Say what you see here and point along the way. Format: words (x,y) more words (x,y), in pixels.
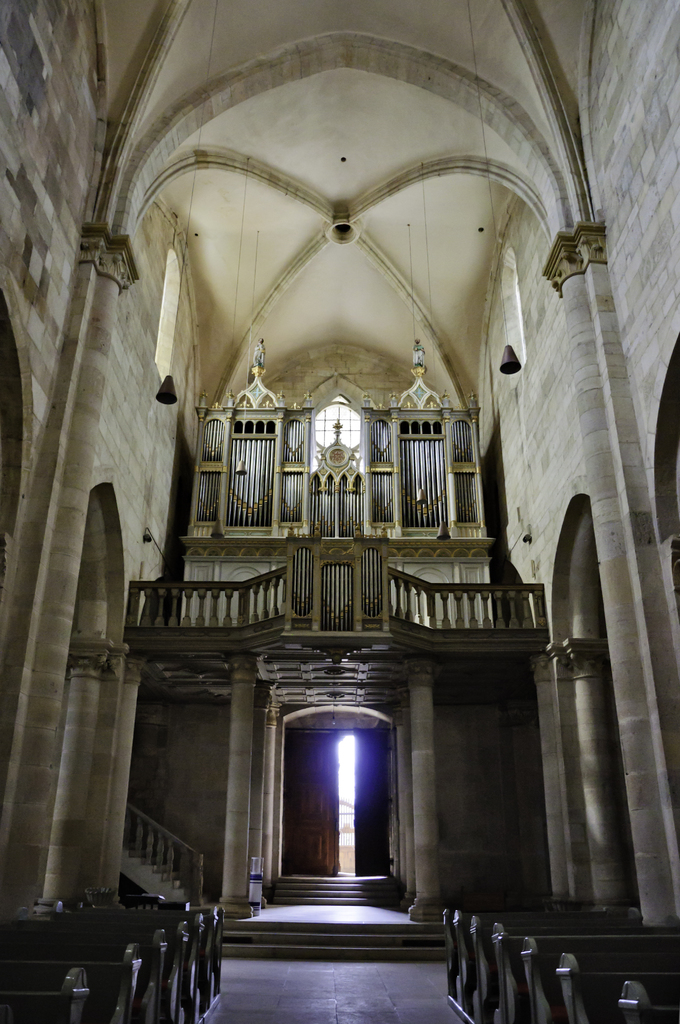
This is the inside view of a hall (389,567), in this hall (336,921) there are benches (94,978), behind the benches (202,975) there are stairs (237,934), around the benches (200,928) there are pillars (255,682), at the top of the image (297,195) there is a roof (383,206) and some objects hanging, behind the stairs (375,902) there is a wooden door (321,792), on top of the door (358,737) there is a concrete fence balcony (215,614) with some architectural designs (321,467) behind that.
